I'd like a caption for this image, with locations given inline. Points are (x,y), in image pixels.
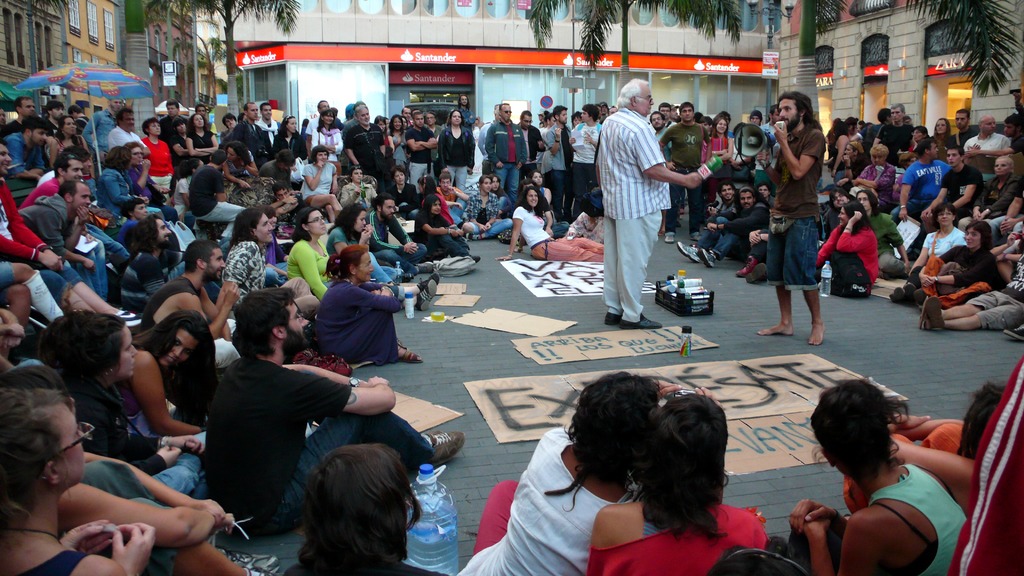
In this image there is a person (633,281) standing on the road (742,333). He is holding a mike (707,168) in his hand (698,174). There are boards (604,336), bottles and few objects (703,302) are on the road (682,319). There are people (111,340) sitting on the road (489,303). Few people (503,141) are standing. Right side (782,210) there is a person (789,154) holding a sound speaker (761,143). Left side (109,87) there is an umbrella (95,82). Background (390,65) there are trees (219,41) and buildings (648,67).
